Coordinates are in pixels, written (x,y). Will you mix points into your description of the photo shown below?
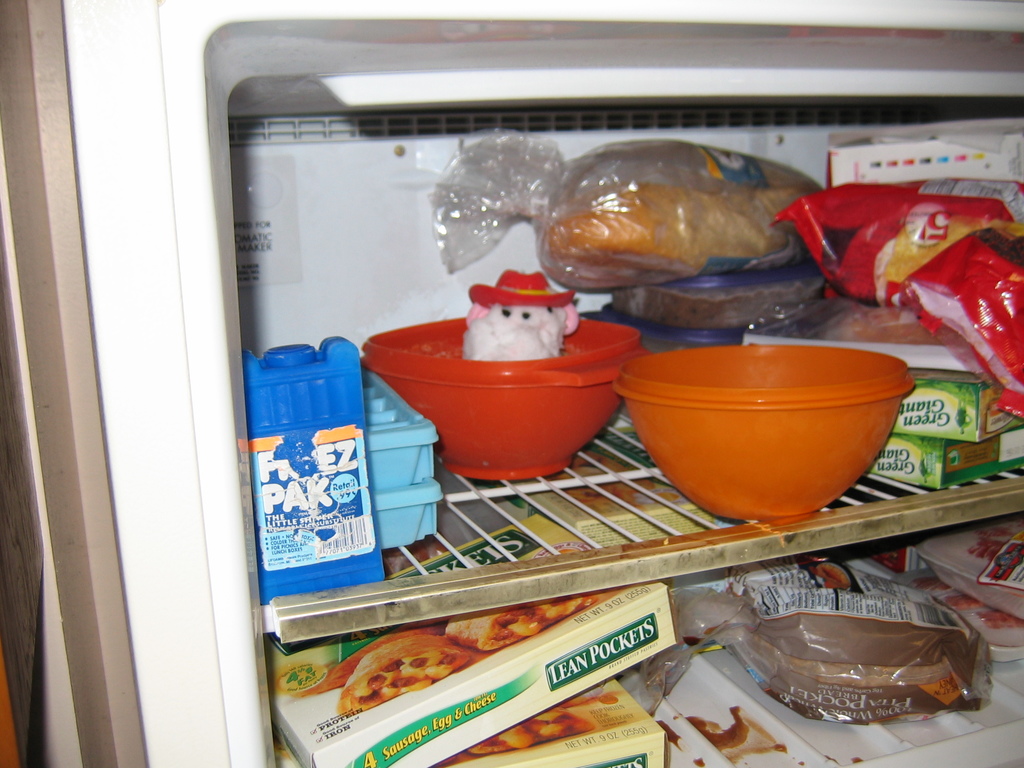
In the image we can see a refrigerator (1001,712). In the refrigerator (163,337) there are some bowls (478,383) and food (467,679).
